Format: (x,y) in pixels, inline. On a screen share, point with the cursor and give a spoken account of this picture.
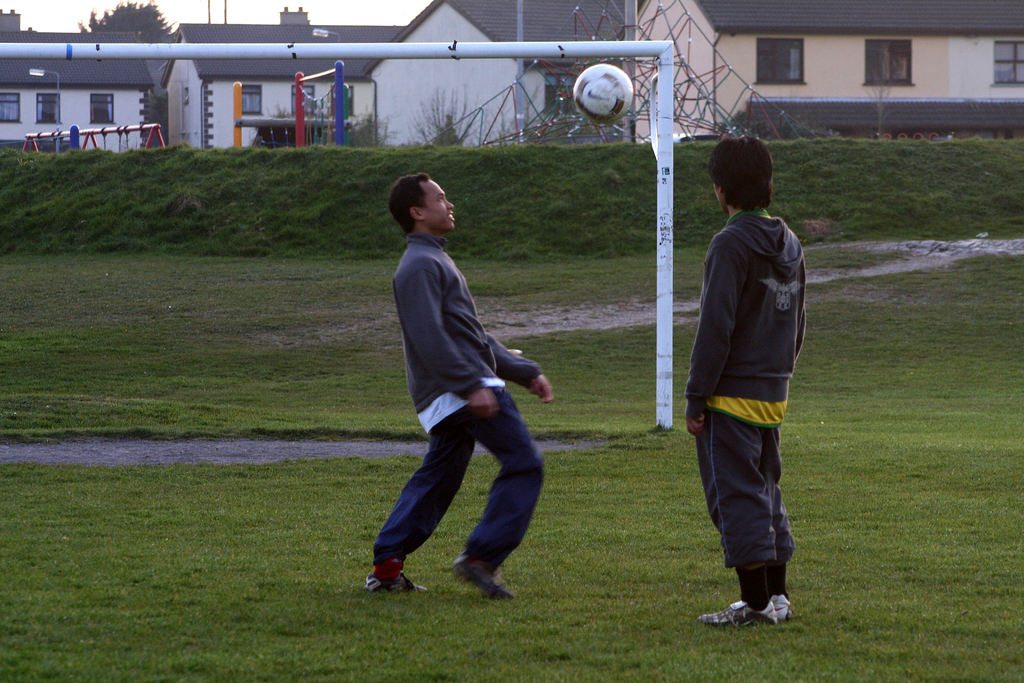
In the center of the image (431,334) there are two people (786,518). There is a rod (117,54) and we can see a ball (587,112). In the background (114,67) there are sheds (121,85), tree (140,38) and sky (394,5). At the bottom (435,595) there is grass (366,609).
